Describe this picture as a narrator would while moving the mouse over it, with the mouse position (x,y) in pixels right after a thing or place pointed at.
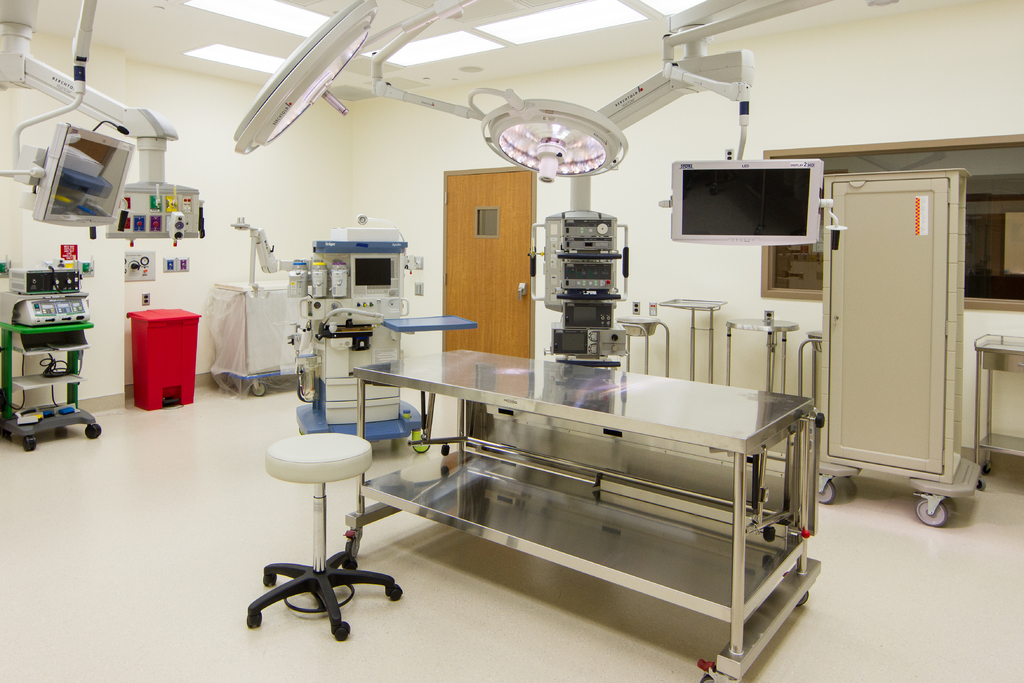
This image is taken inside a room (696,415). There is a chair (313,473). there are medical equipments (345,388). There is a door (495,204). In the background of the image (298,154) there is a wall (309,159). At the top of the image (541,45) there is a ceiling (454,61).
